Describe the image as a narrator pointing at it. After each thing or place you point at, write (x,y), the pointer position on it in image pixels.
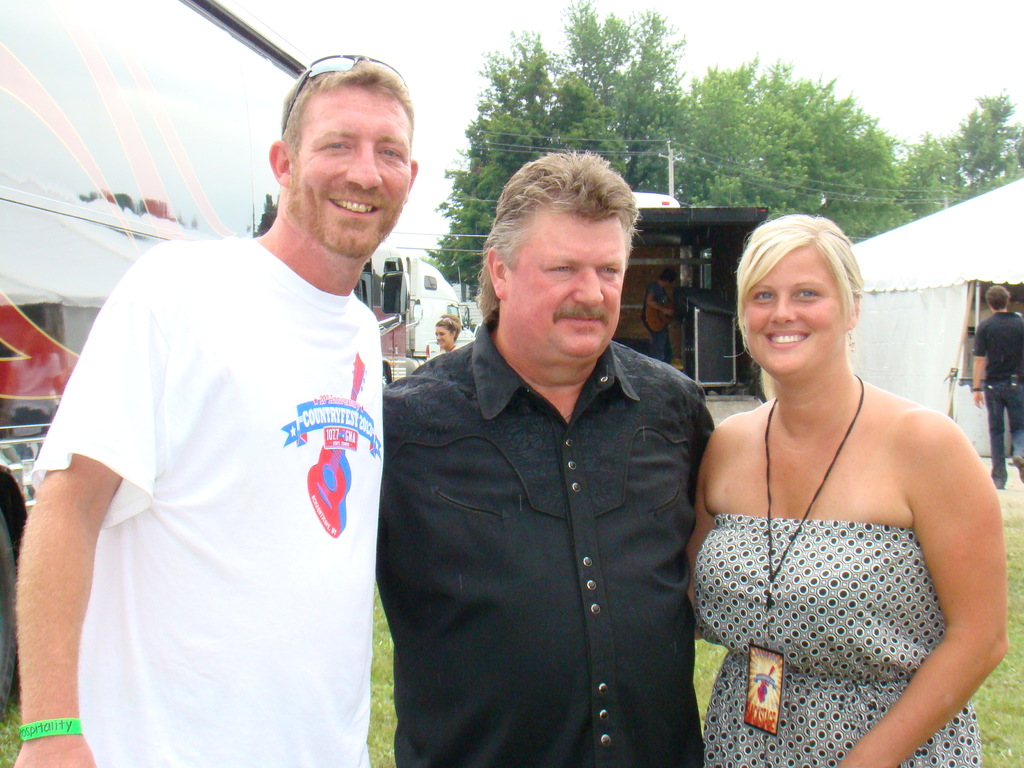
In this image we can see a few people (584,448), a lady (949,508) is wearing an access card (757,723), there are some vehicles (405,344), and a tent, there is a pole (672,148), and wires (648,153), also we can trees (702,160), and the sky (417,33).
